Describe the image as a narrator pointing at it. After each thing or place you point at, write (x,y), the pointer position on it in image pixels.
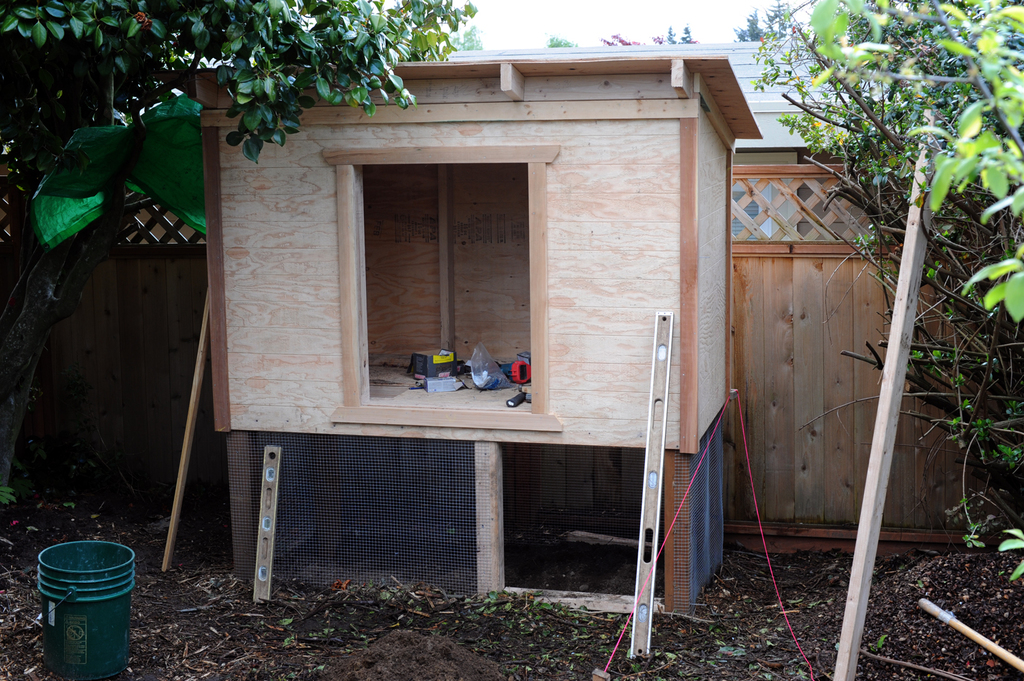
In this image there is a wooden cabin (463,352). Below to it there is the net (451,523) on the ground (590,543). There are a few objects (451,384) in the cabin (470,388). Behind it there is a wooden wall (773,276). In the background (742,56) there is a house (749,82). On the either sides of the image there are leaves (236,44) of the trees (922,113). In the bottom left (65,598) there is a bucket (102,617) on the ground (191,644). There are dried leaves (739,627), sticks (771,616) and ropes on the ground (187,626).
